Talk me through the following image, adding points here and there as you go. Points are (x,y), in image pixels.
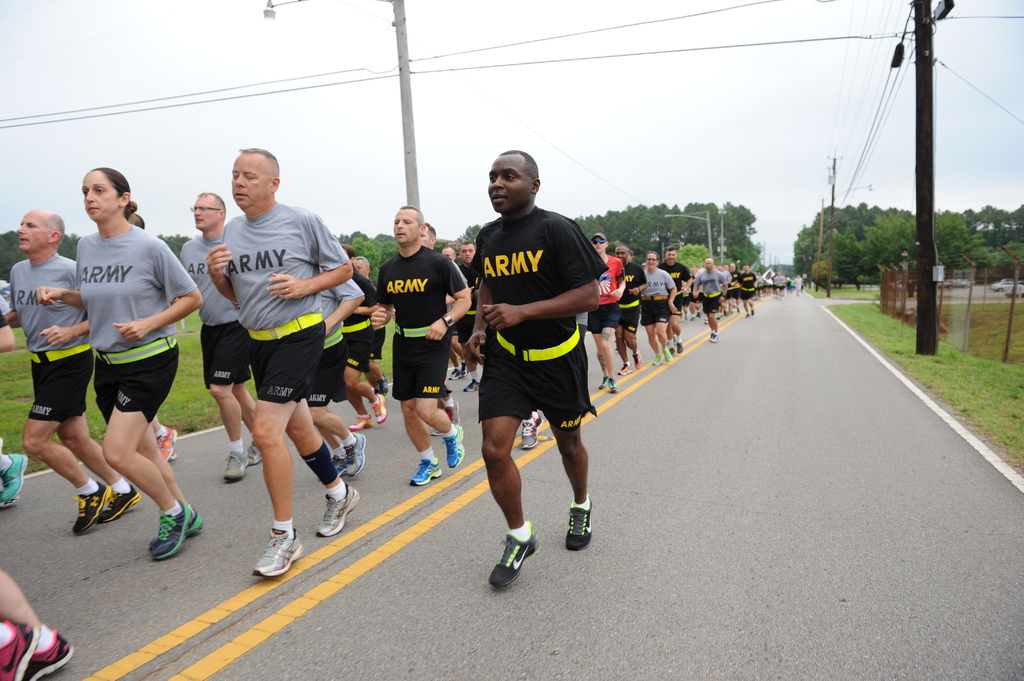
In this image there are so many people (463,359) running on the road (374,454), on the left (259,96) and right side of the road (653,371) there are a few utility poles (407,146) connected with cables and there is a net fence (913,280) on the surface of the grass (954,362). In the background (866,266) there are trees (882,238) and the sky (500,78).
